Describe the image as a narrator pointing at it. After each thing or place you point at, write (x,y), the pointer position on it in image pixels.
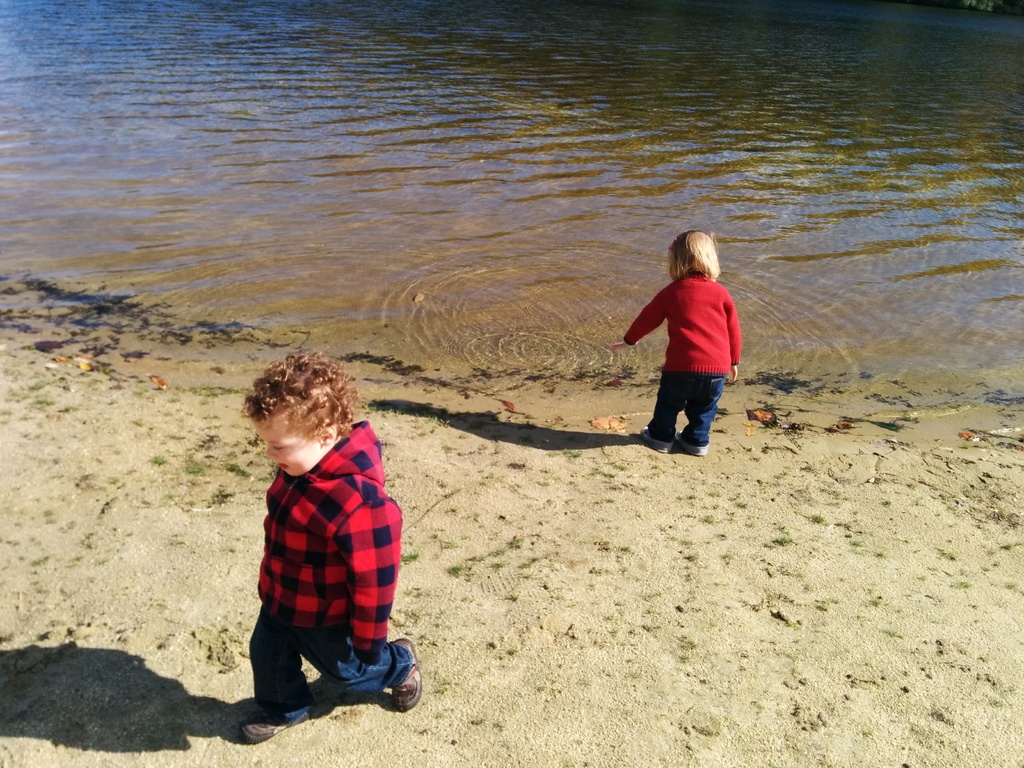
In this image there are two kids (668,365) near a lake (849,346) in the background (878,365) there is water (906,351).
